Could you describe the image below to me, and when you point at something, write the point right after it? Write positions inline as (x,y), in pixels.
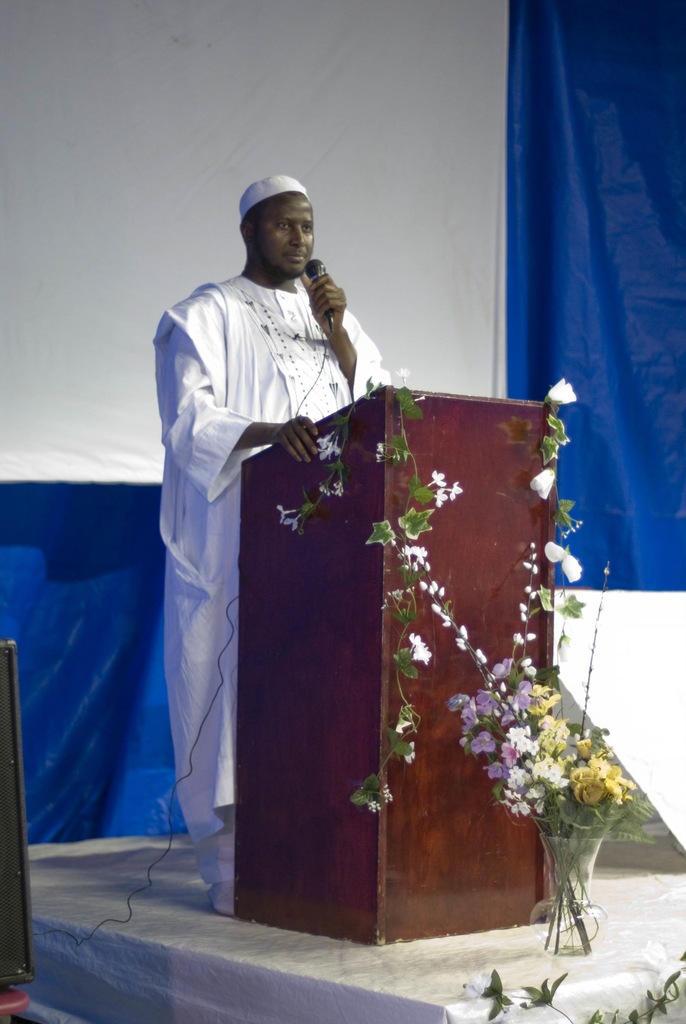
Here in this picture we can see a person (225,386) standing over a place and we can see he is wearing white colored dress (173,464) on him with cap (253,185) and holding a microphone (327,310) in his hand (329,301) and speaking something and in front of him we can see a speech desk (356,749) present, that is decorated with flowers (425,527) and in front of it we can see a flower vase (564,860) also present over there and behind him we can see curtains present over there.
